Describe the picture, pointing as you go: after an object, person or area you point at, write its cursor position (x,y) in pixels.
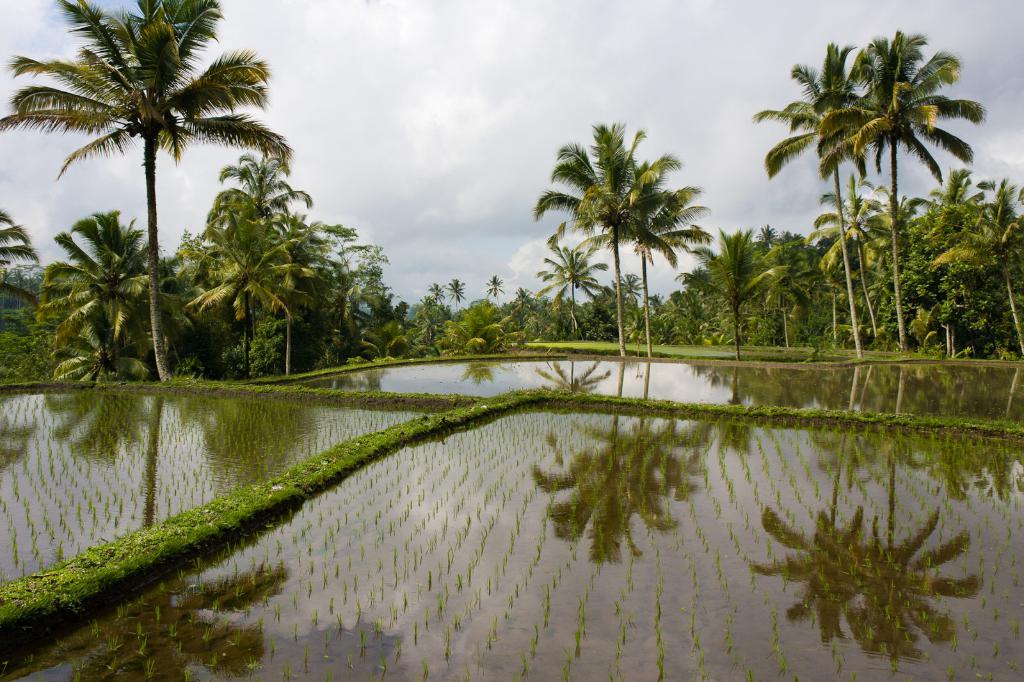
At the bottom of the image (399,596) there are fields (455,468) with water (460,377). In the background (342,285) there are trees (749,281). At the top of the image (459,109) there is sky (486,186) with clouds (486,186).
